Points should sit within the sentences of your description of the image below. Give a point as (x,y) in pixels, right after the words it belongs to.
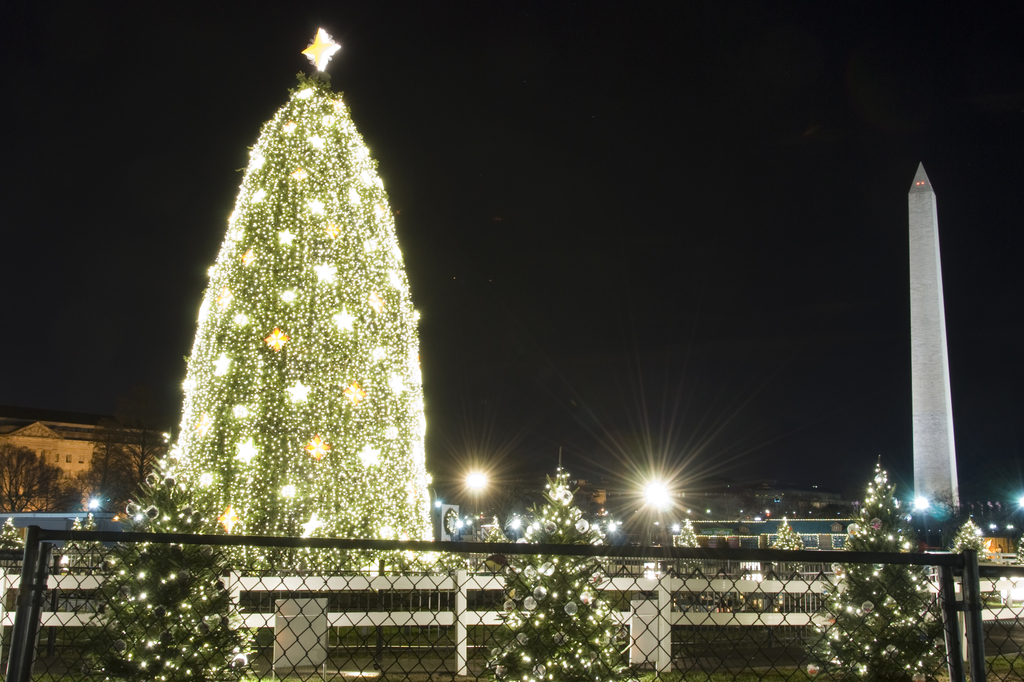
This image consists of a Christmas tree (276,450) on which there are lights (385,426). On the right (917,296), we can see a tower (932,305). At the bottom (533,643), there is a fencing (462,626) made up of metal (13,641). In the background (23,435), there are buildings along with lights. At the top (583,170), there is sky (596,225) in black color.
